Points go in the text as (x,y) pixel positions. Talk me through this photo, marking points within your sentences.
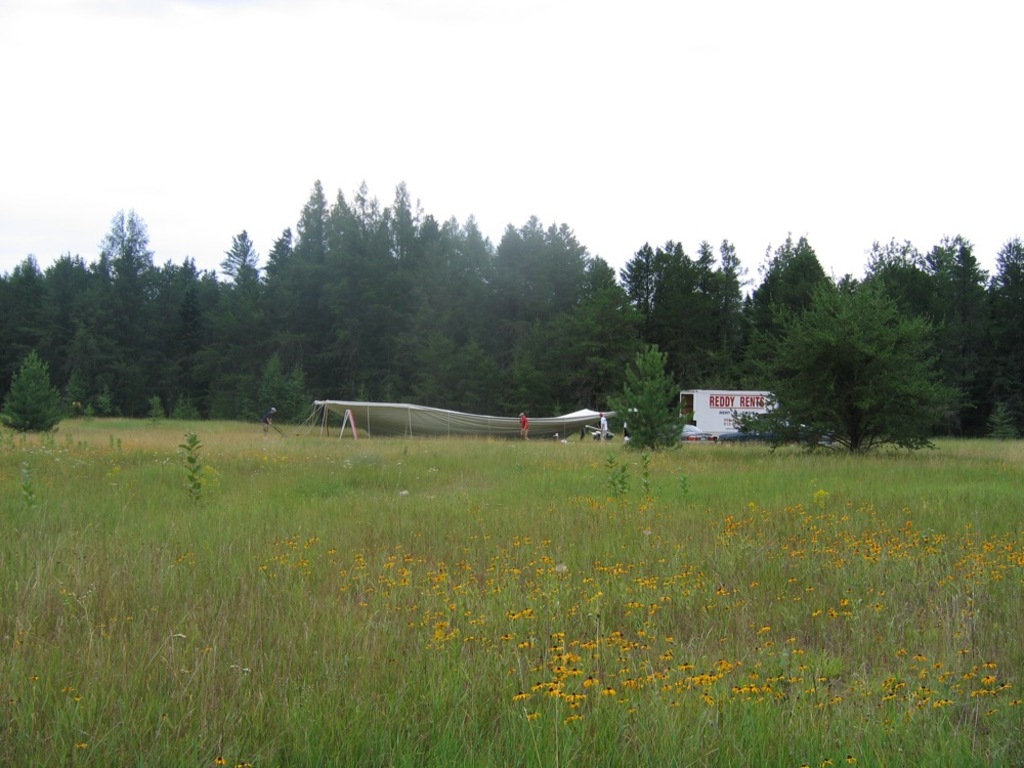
In the image there is grassland (401,577) with a tent (541,426) in the back (559,428) and few persons (525,426) standing in front of it and behind there are trees (512,321) and above its sky (670,134).
